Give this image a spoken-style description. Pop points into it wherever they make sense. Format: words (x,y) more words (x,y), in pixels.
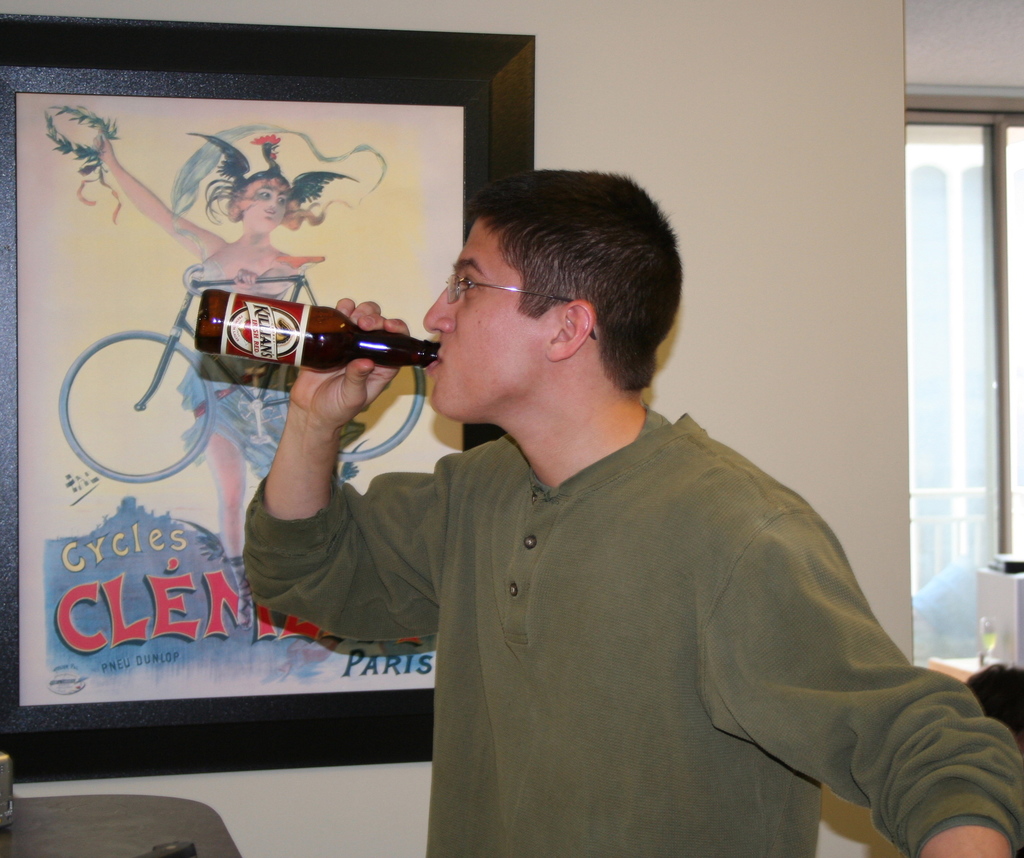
In this picture there is a person (463,310) holding a bottle (268,306) and beside him there is a frame (22,494).
